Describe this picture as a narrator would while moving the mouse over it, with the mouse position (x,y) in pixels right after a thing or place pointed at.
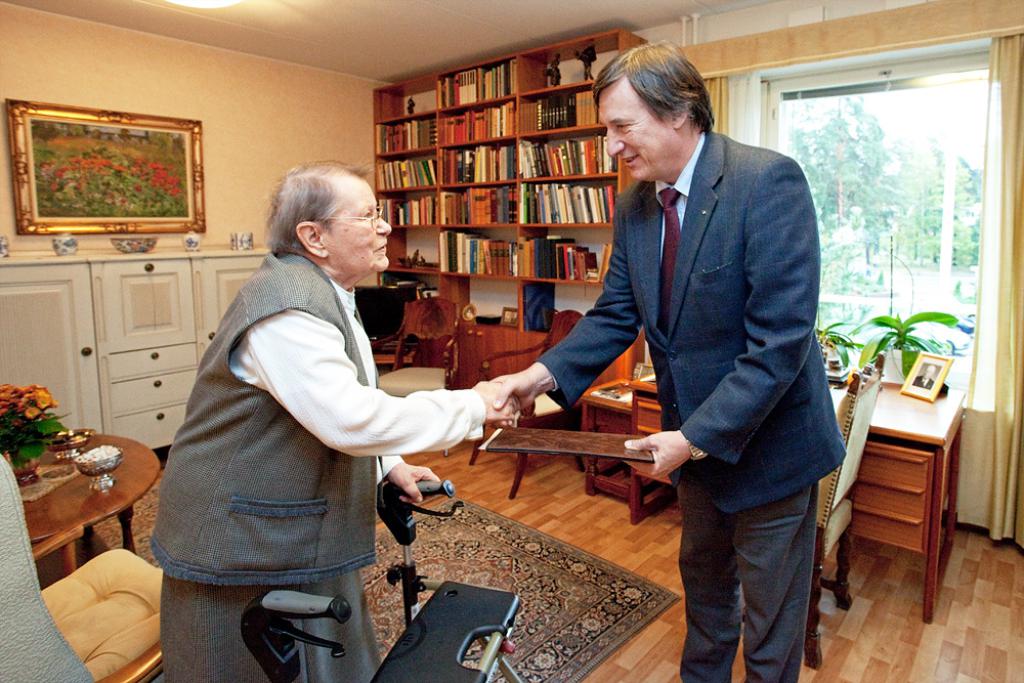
In this image, there are a few people (201,468) holding some objects (461,586). We can see the ground (628,678) with the carpet (570,638) and some objects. We can also see some tables (131,487) with objects (110,451) like a frame (929,400) and a flower pot (1,431). We can see the wall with the photo frame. We can see some shelves (508,231) with objects (509,136) like books (561,114). We can also see some cupboards (2,263). We can see some chairs (854,438) and a view (893,188) from the glass (819,226).
